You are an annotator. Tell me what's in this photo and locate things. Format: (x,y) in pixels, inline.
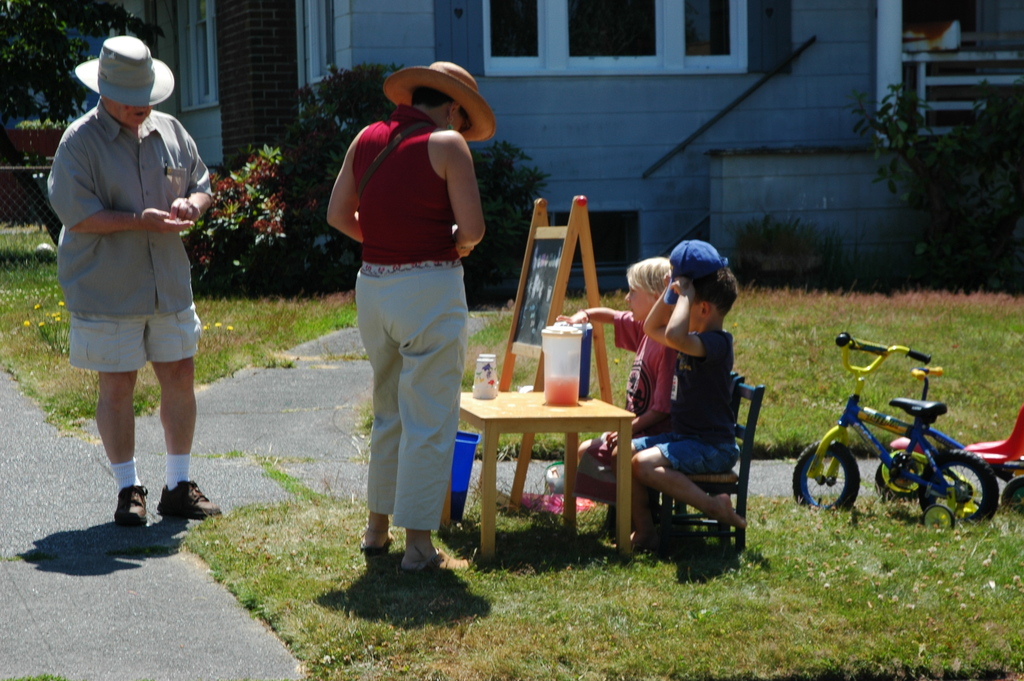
In this image there are two persons (154,164) standing, there are two persons (642,274) sitting, there are persons (702,317) holding an object (676,263), there are chairs (723,478), there is a table (524,396), there are objects (493,388) on the table (493,403), there is a board (538,320), there is text (529,285) on the board (545,286), there are bicycles (915,486), there are grass (948,427) truncated towards the right of the image (953,579), truncated towards the bottom of the image (628,634), there is road (81,579) truncated towards the bottom of the image (163,662), there is road (10,536) truncated towards the left of the image (35,451), there is grass (14,313) truncated towards the left of the image (21,299), there is tree (33,86) truncated towards the left of the image (51,75), there is a fencing (24,212) truncated towards the left of the image (20,191), there is wall (288,120) truncated towards the top of the image (425,28), there are windows (568,23) truncated towards the top of the image (591,29), there is a tree (967,196) truncated towards the right of the image (967,146).
